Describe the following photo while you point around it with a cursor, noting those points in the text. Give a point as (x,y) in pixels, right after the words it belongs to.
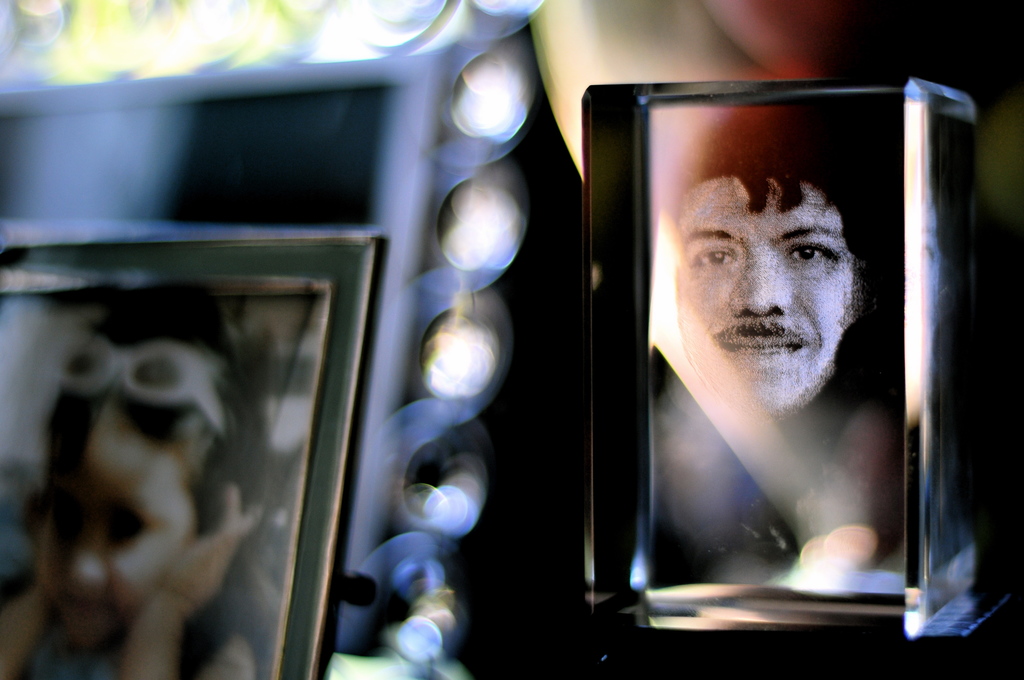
In this image, we can see the photo frames (427,195).
